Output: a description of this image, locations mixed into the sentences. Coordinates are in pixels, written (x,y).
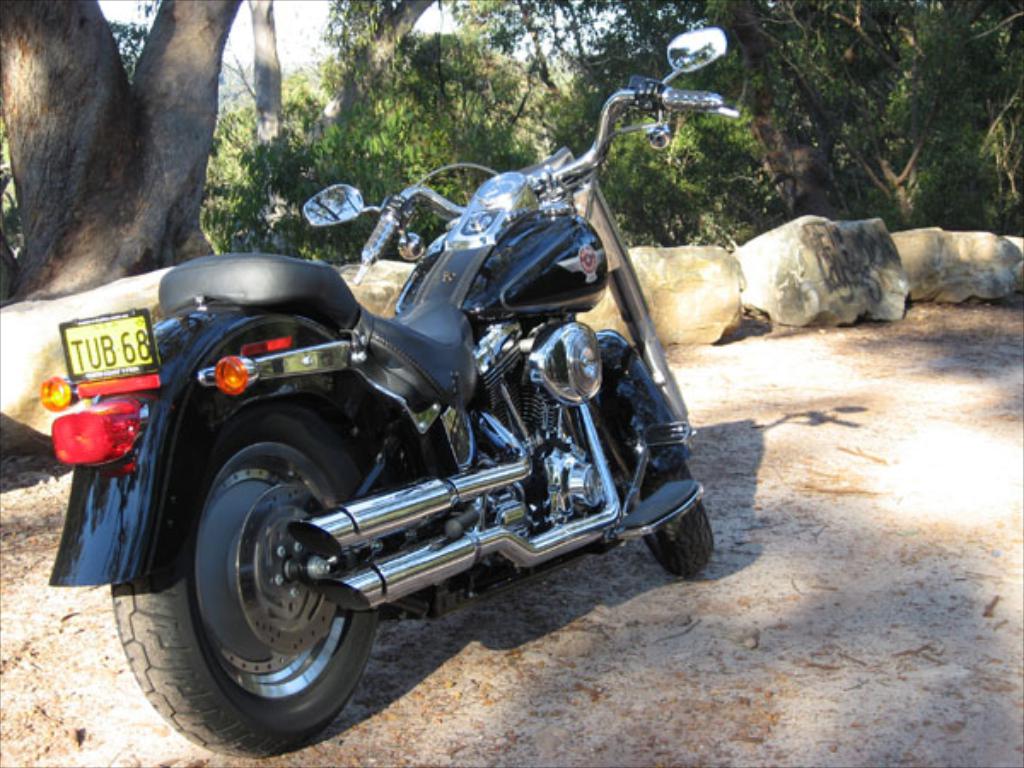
This image consists of a bike (348,385) in black color. At the bottom (729,648), there is ground (729,648). In the background (686,297), there are rocks (876,259) and trees (130,130). At the top (233,49), there is sky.
